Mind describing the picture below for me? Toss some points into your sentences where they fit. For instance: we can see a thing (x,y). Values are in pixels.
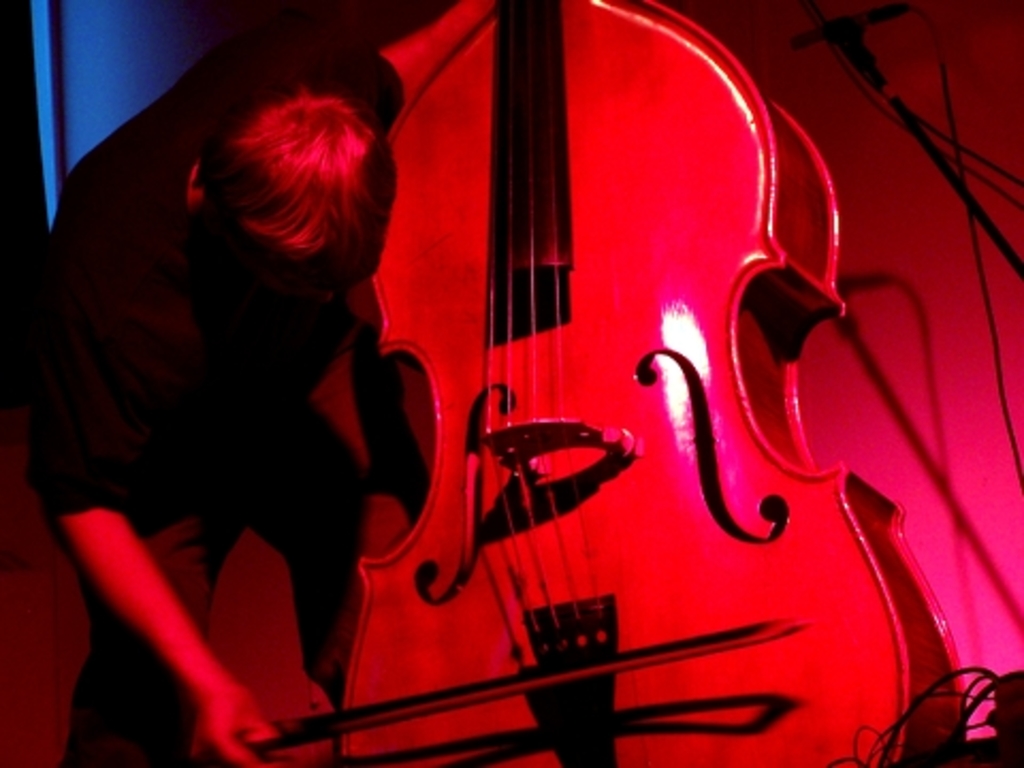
In this image, we can see a person (322,646) playing double bass (629,525).
